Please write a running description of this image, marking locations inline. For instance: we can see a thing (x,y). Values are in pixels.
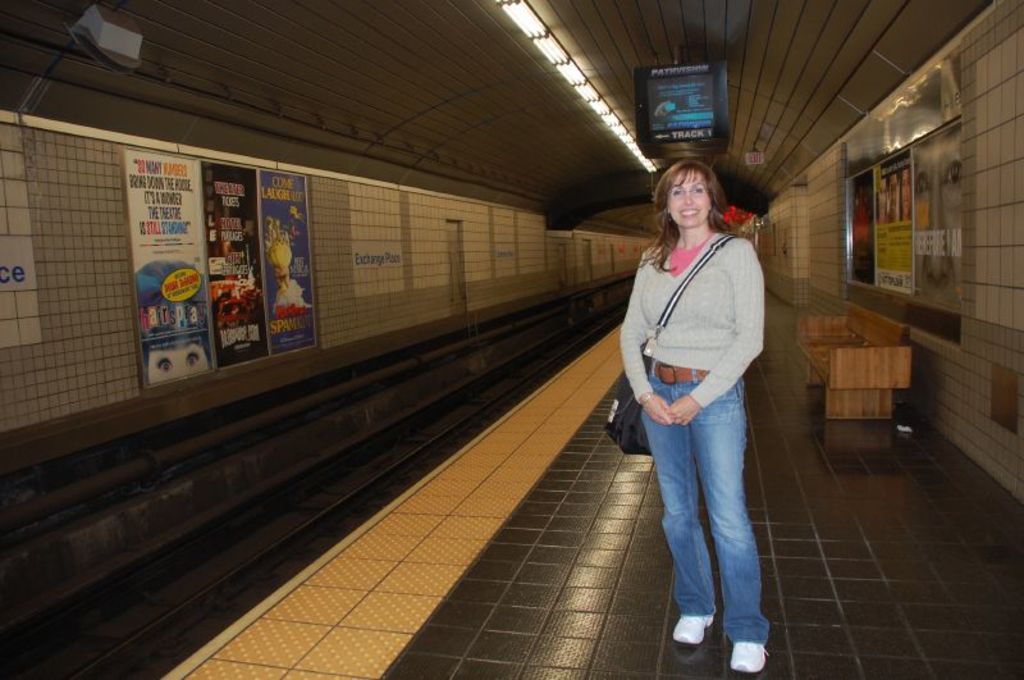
In the image there is a woman (741,642) standing on the platform (536,521) of a subway railway station (389,279), around the woman (667,269) there are many posters (266,234) attached to the wall (794,180) of the station (374,232) and on the right side (831,357) there is a bench (858,348) in front of the wall (962,414).
